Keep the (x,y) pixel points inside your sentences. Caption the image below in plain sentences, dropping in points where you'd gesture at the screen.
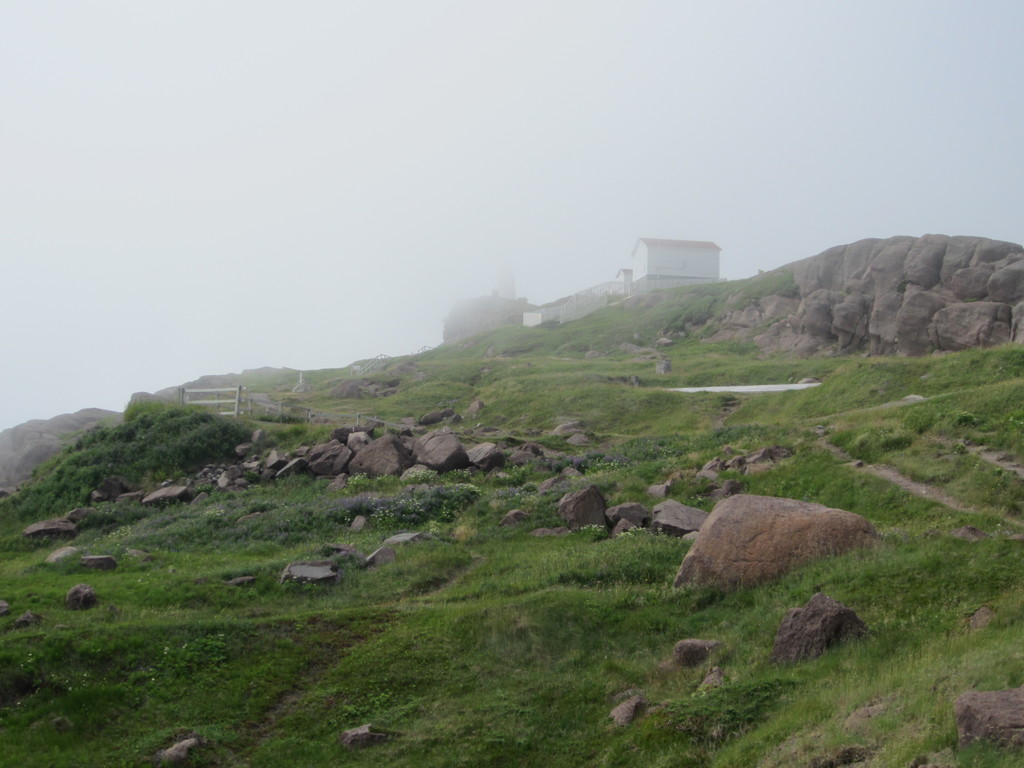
It is a hill station (522,442) with beautiful grass (603,436) and rocks (307,572) and in the right side (705,258) there is a house (648,273) and it is covered with fog (603,282).
